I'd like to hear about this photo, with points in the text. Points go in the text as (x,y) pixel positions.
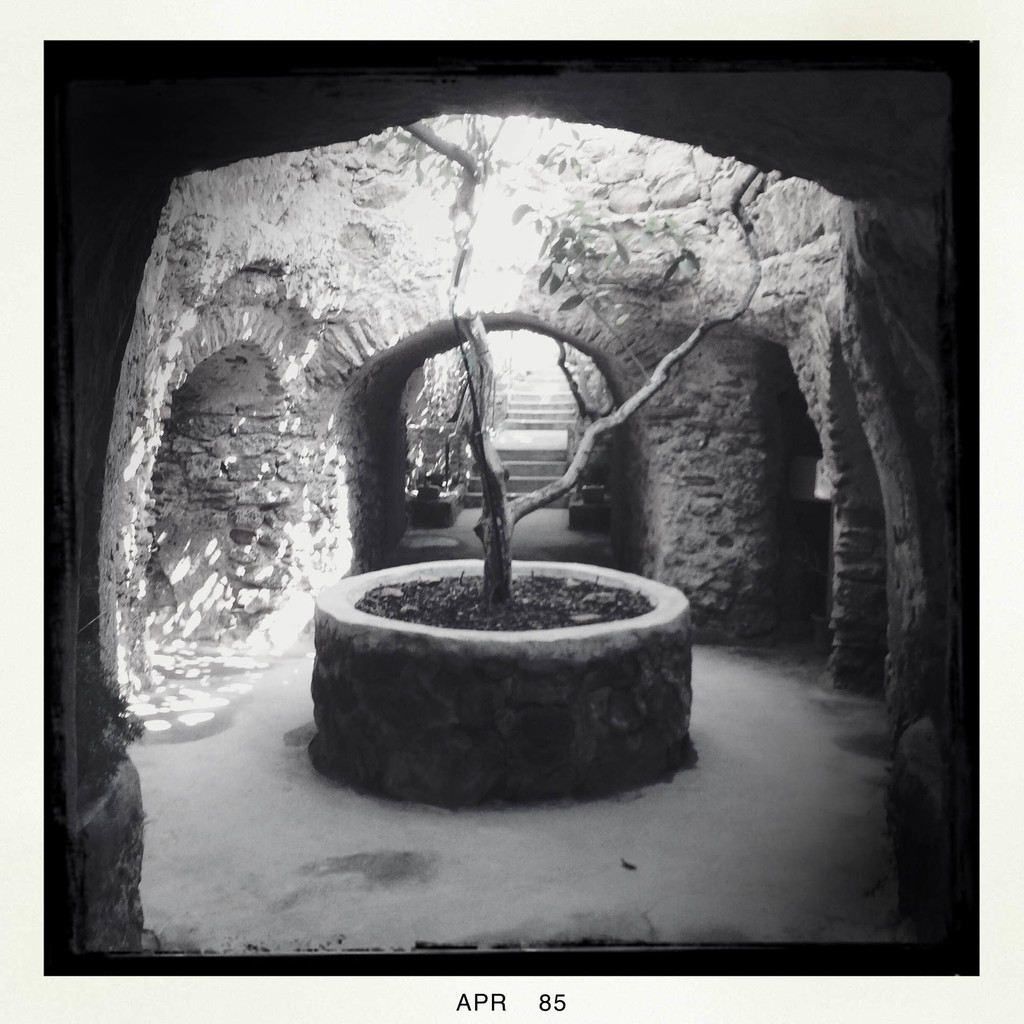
In the picture we can see a tunnel construction (185,568) in the middle of it we can see a dried plant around it we can see some wall (483,747) and in the background (526,471) we can see some steps (536,462).
